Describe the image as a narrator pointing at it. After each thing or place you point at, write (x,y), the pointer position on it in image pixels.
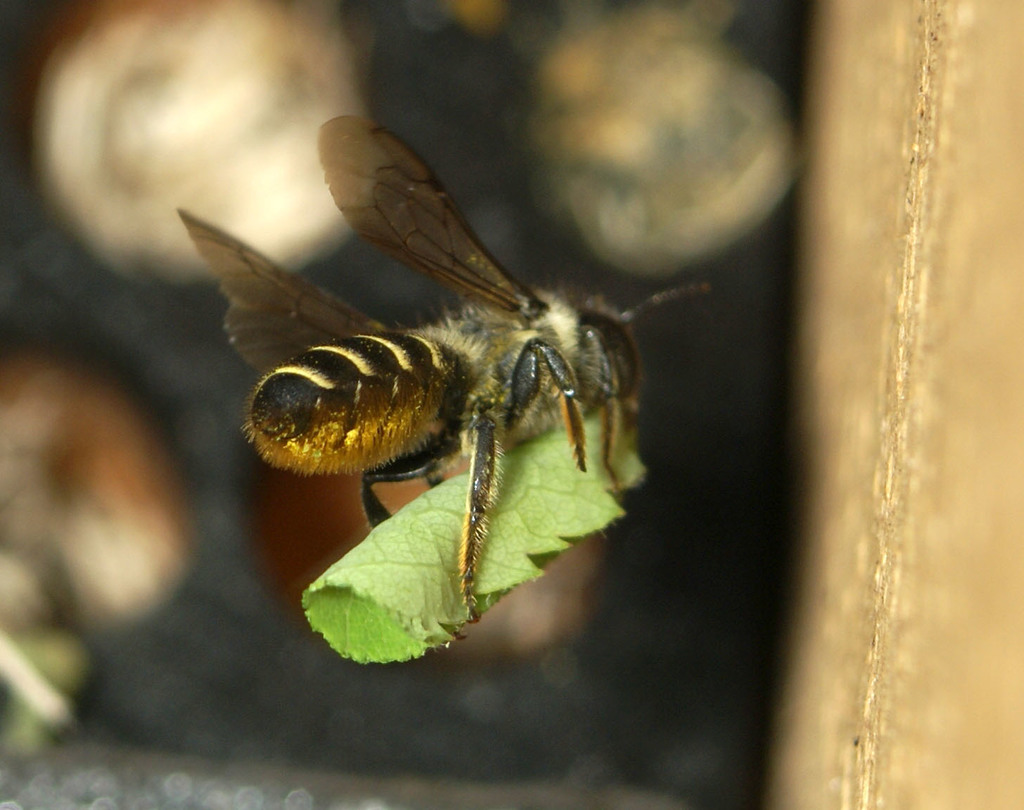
In this image there is a leafcutter bee (409,357) on the leaf (504,498), there is an object (940,319) truncated towards the right of the image (957,276), the background of the image is blurred.
